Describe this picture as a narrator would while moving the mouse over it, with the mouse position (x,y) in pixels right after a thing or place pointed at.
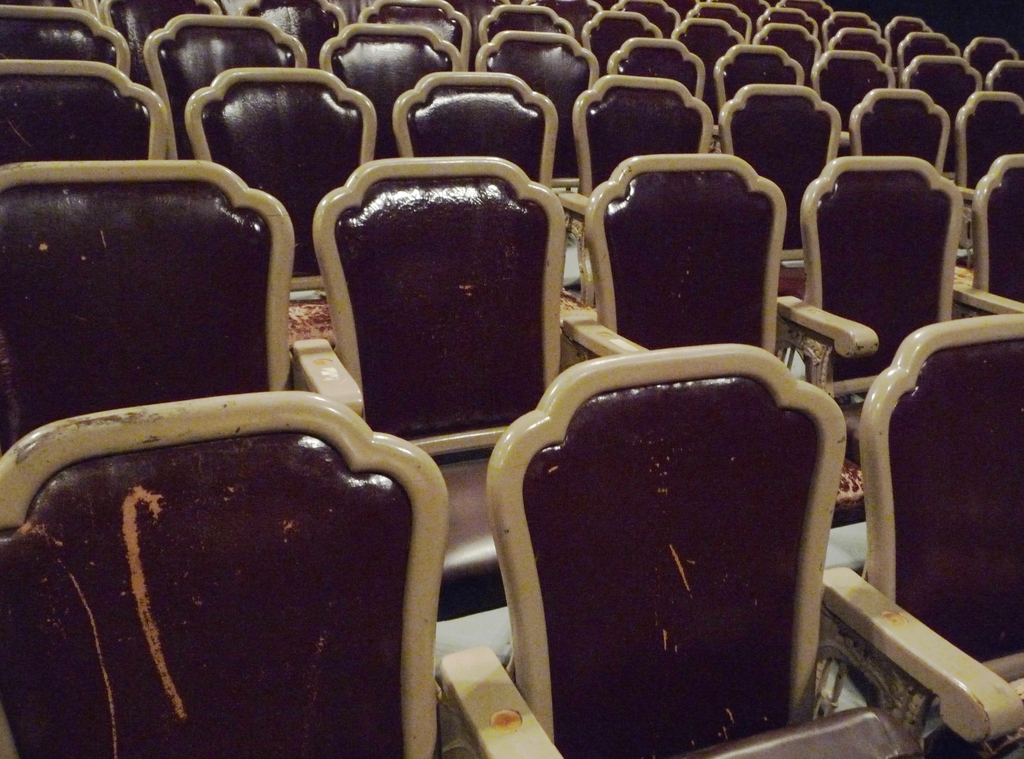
This image consists of many chairs (451,414) in brown color.
